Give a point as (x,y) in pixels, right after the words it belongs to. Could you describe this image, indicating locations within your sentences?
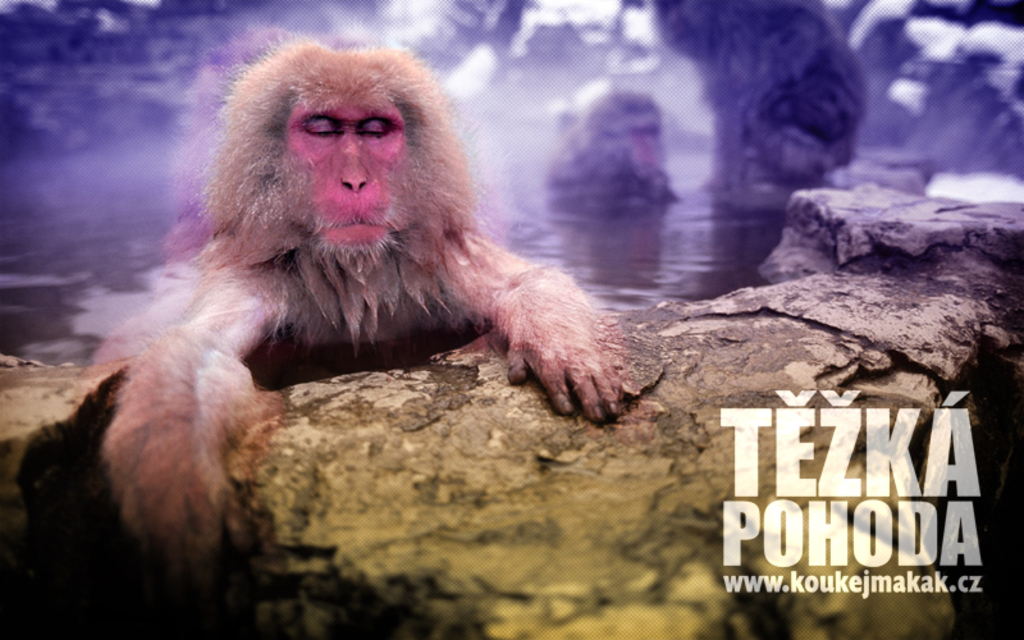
In this picture we can see some text (881,505) in the bottom right (787,471). We can see a monkey (382,177) holding the wall (372,446) visible at the bottom of the picture (199,471). We can see another monkey (587,179) at the back (656,120). Background (1011,74) is blurry.
